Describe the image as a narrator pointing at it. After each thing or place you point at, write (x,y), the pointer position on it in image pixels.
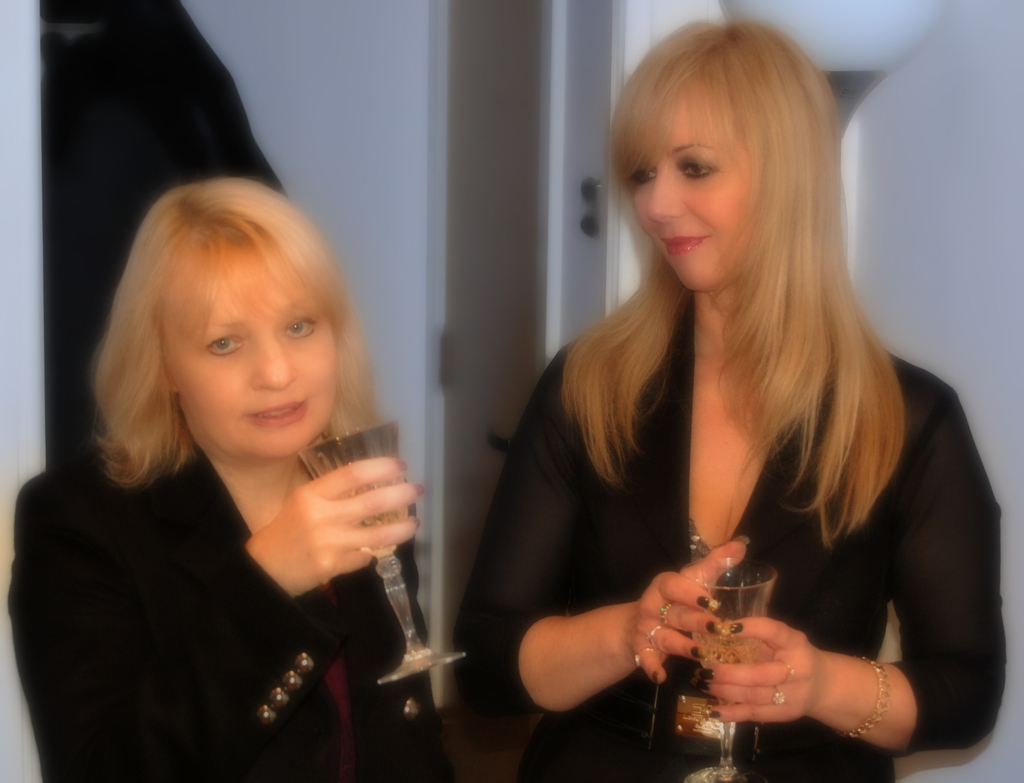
There are two women (680,640) standing and holding glasses (391,586). On the right (864,612) lady (881,667) is wearing bracelets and rings (661,628). In the background (339,100) there is a wall (410,227) and a door (587,253).
